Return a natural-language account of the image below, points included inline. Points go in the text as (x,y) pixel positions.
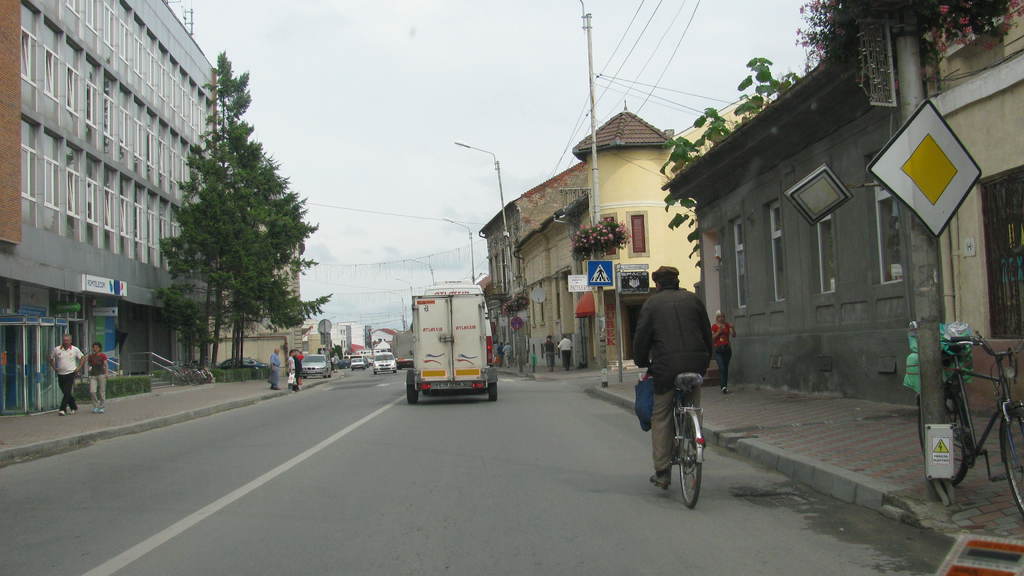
In this picture I can see there is a street (374,374) and there are vehicles (373,366) moving on the road (404,447) and there is a person (669,349) riding the bicycle (689,461) and on the walk way (223,392) there are few people (97,407) walking. There are buildings (251,346) on both side of the roads (564,388) and there are street light poles (508,264) and the sky (417,158) is cloudy.
